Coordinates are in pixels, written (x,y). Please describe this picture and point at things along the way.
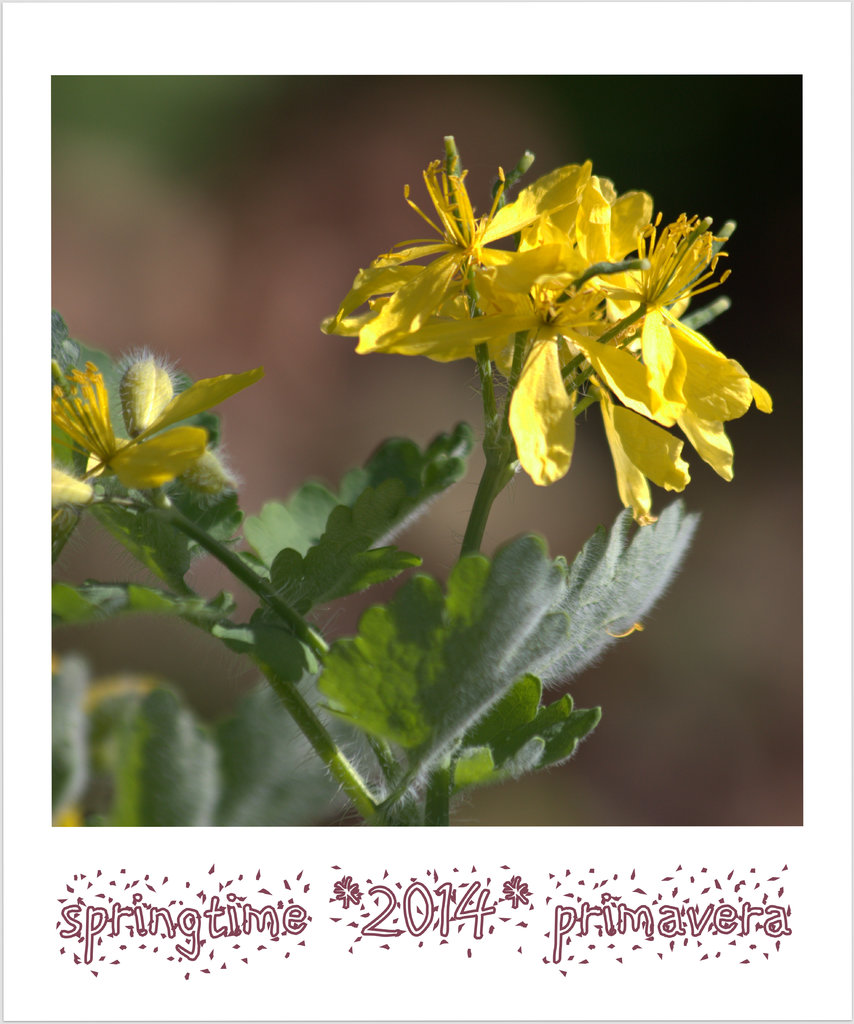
In this image we can see yellow flowers (564,269) and green leaves (303,532). Background (324,305) it is blur. Bottom of the image (371,883) there is a watermark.
